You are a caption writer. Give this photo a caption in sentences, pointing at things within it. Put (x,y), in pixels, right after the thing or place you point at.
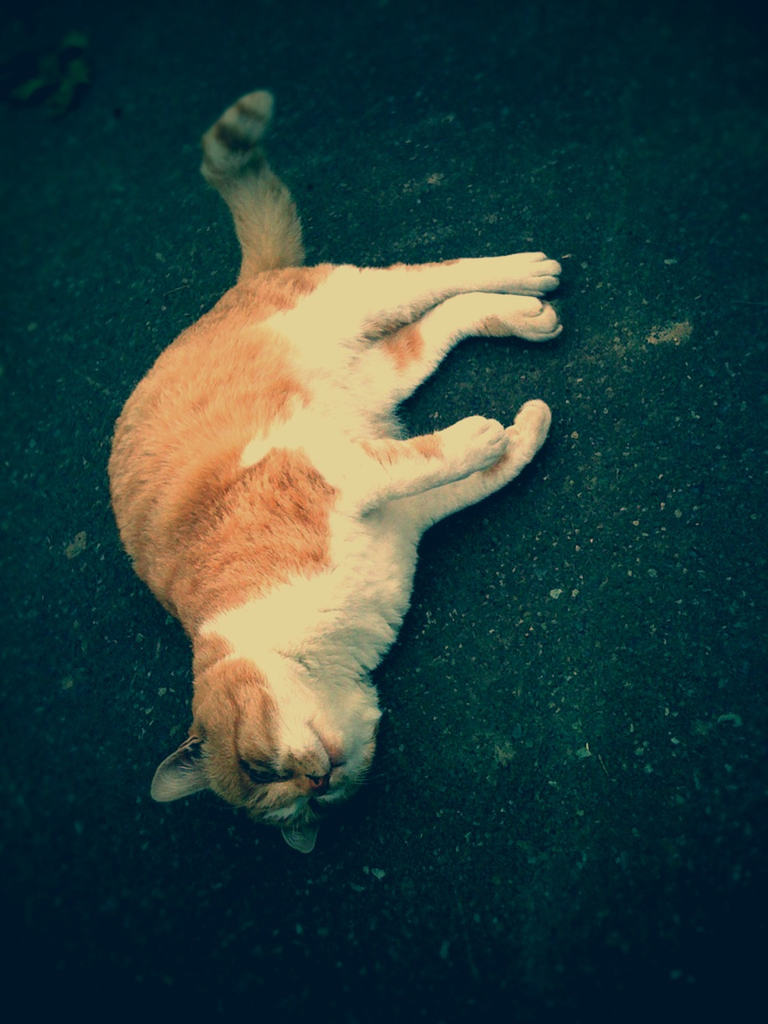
In this image, we can see a cat (278,635), lying on the floor (152,817).
